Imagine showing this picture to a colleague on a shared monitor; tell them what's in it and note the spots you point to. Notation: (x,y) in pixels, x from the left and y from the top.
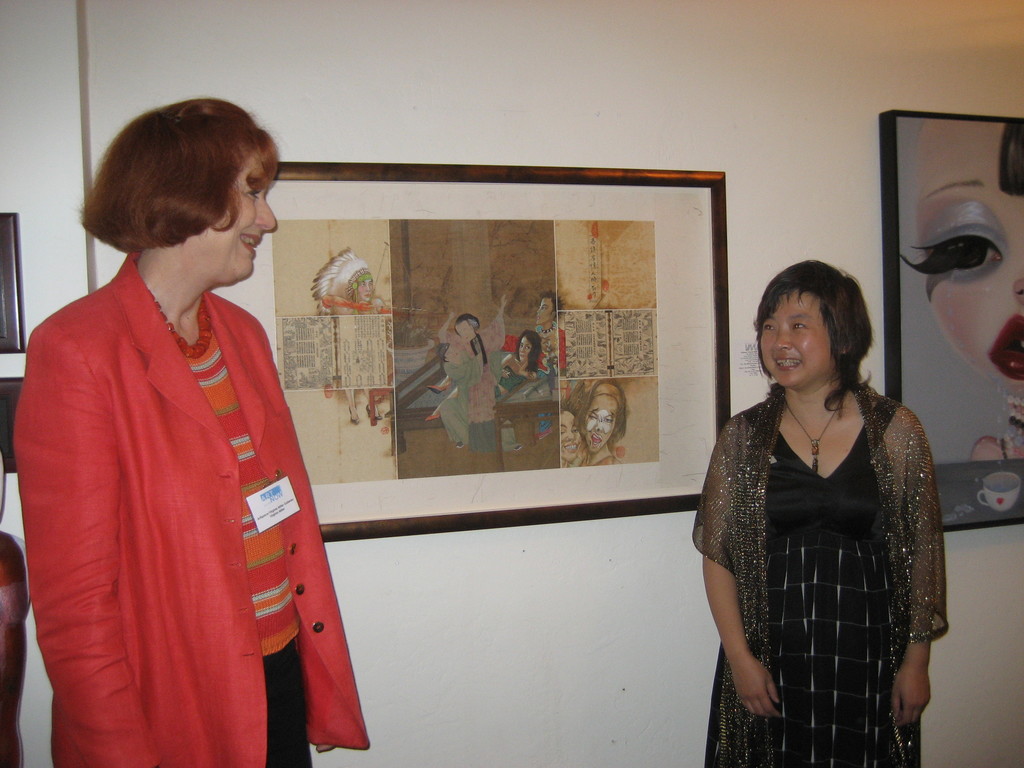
In this image I can see two people (68,667) with different color dresses (931,462). These people (843,375) are smiling. In the back (341,181) I can see many frames (575,277) to the white wall (543,159).
